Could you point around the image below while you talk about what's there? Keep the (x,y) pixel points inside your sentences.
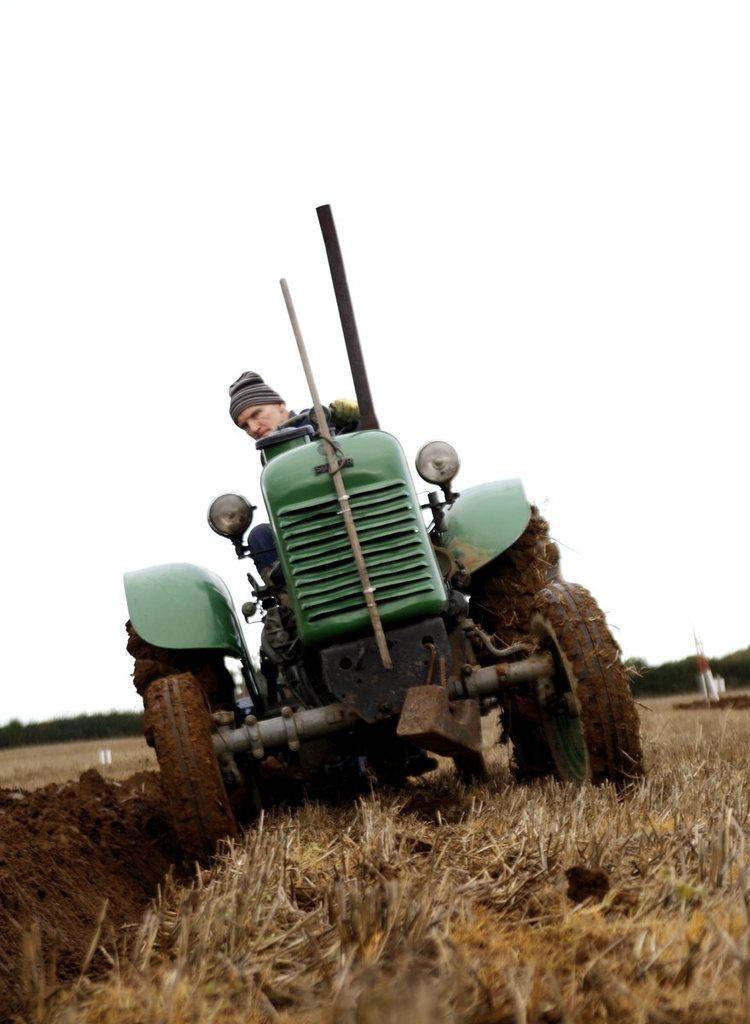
In this picture, we see a man (348,416) is riding the green tractor (330,514). He is wearing a cap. At the bottom (454,905), we see the soil (74,887) and the dry grass (665,939). There are trees (126,713) in the background (657,678). At the top (475,188), we see the sky (304,206).
